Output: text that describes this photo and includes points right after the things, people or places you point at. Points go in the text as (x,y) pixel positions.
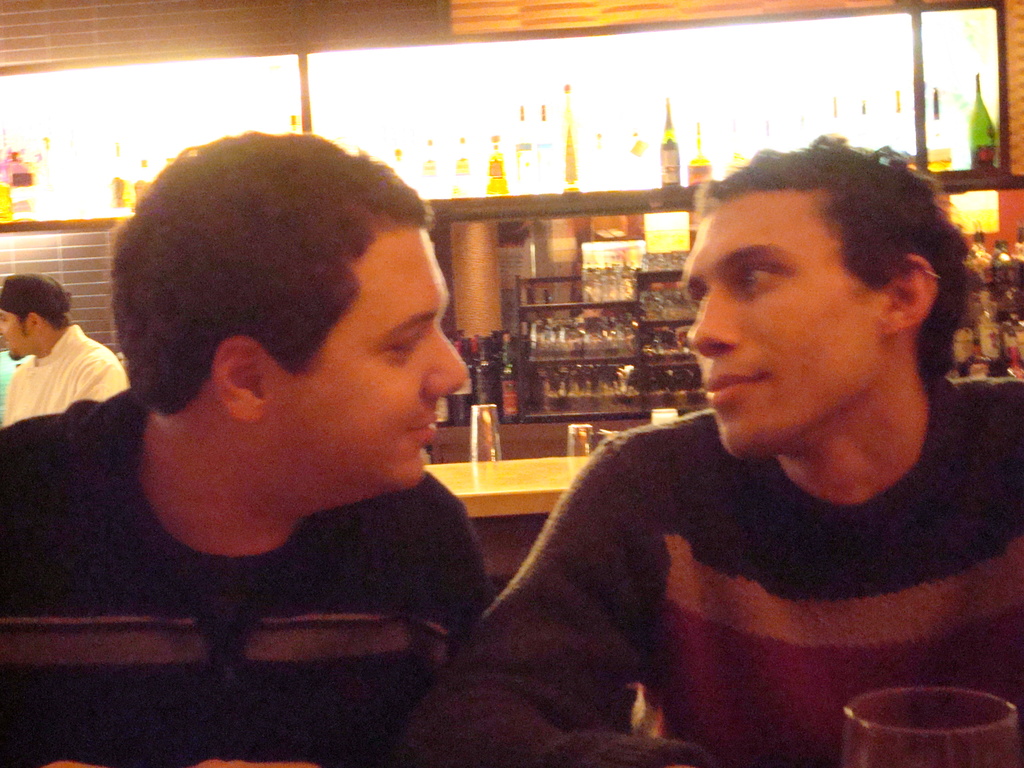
In the foreground of this image (541,674), there are two men (541,674) and a glass (930,725) in front of them. In the background (480,169), there are bottles (492,177) in the shelf (611,154) and the racks (531,330). There is also a man (58,317) standing and few glasses (490,453) on the table (512,494).
